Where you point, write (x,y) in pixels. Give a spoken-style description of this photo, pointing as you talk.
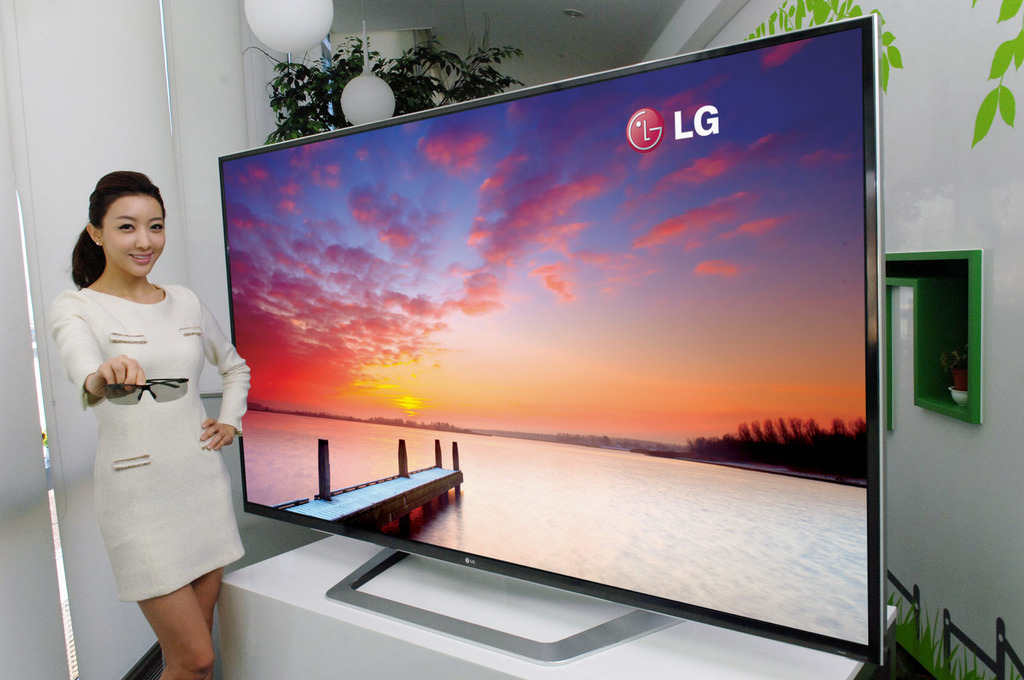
This picture is taken inside the room (762,645). In this image, on the left side (205,327), we can see a woman (189,345) wearing a white color dress (189,343) and holding goggles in her hand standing in front of the television (589,592) which is placed on the table (627,648). On the right side (1019,311), we can see a wall (1009,203) and a shelf (953,356). In the background (311,99), we can see some plants (296,94), lights (324,6).
